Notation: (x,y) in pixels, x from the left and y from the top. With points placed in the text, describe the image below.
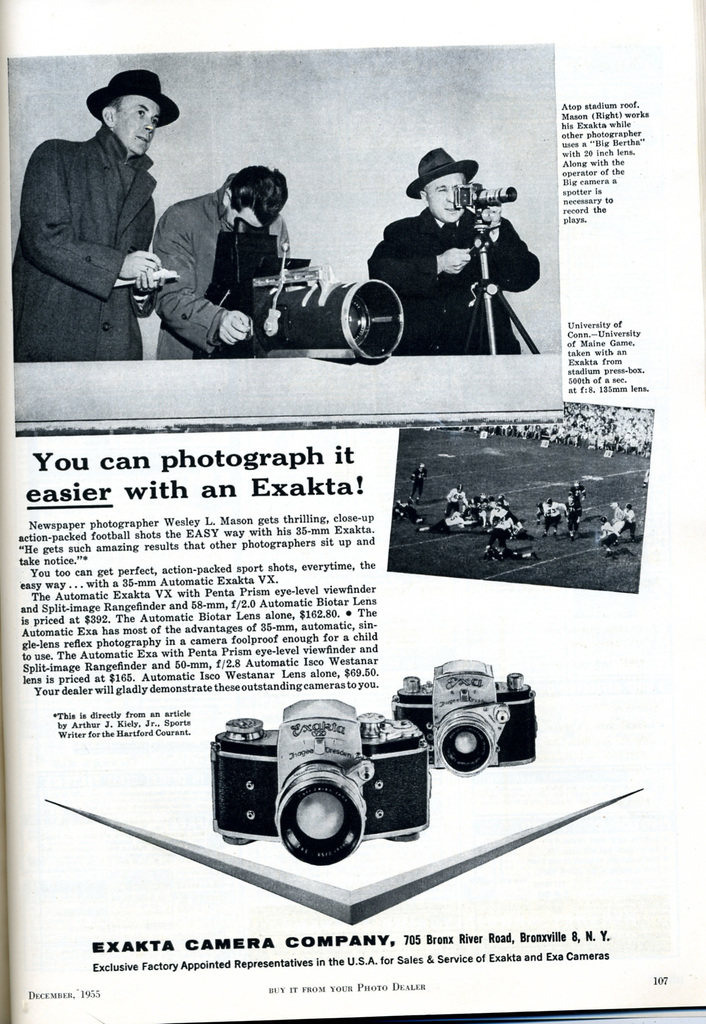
In this image I can see there is a paper (601,533) and this at the top (133,242) man (137,250) is standing, he wore a coat (121,164), hat (139,79). Beside him another man (242,220) is looking into the camera, at the bottom (402,786) there are cameras (412,792) with matter (135,640).
